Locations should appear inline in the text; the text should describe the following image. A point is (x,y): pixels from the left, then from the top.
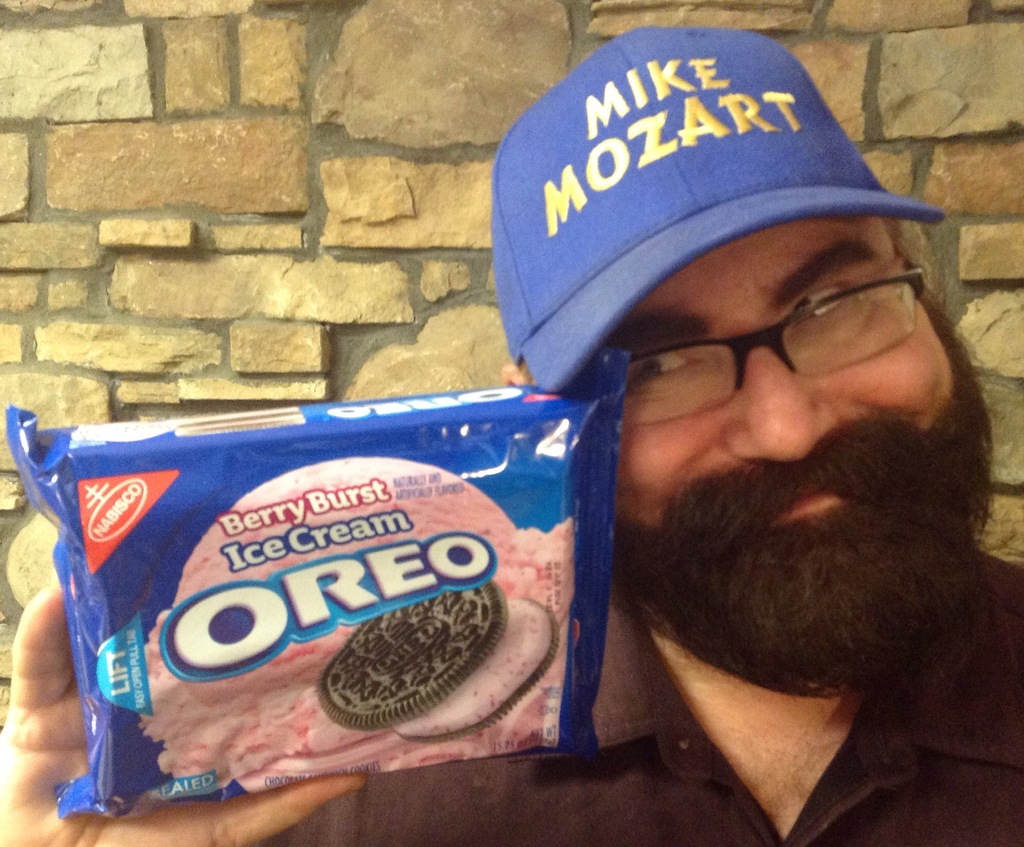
In this image there is a man (629,397) on the right side (767,646) who is showing the biscuit packet (340,593), by holding it with his hand (51,741). In the background (241,203) there is a wall (241,203). The man (760,326) is wearing the spectacles (721,374) and a cap (691,254).
